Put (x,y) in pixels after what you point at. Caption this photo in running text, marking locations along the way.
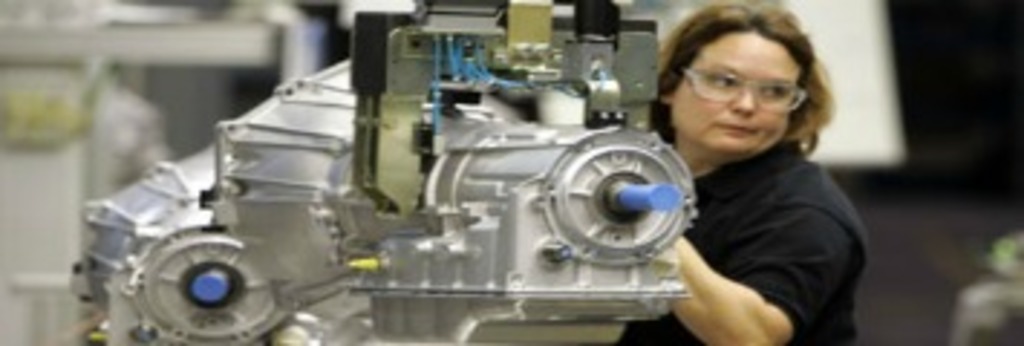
This picture shows a woman (749,175) standing and she wore spectacles (769,101) on her face (751,90) and we see machines (120,232).
